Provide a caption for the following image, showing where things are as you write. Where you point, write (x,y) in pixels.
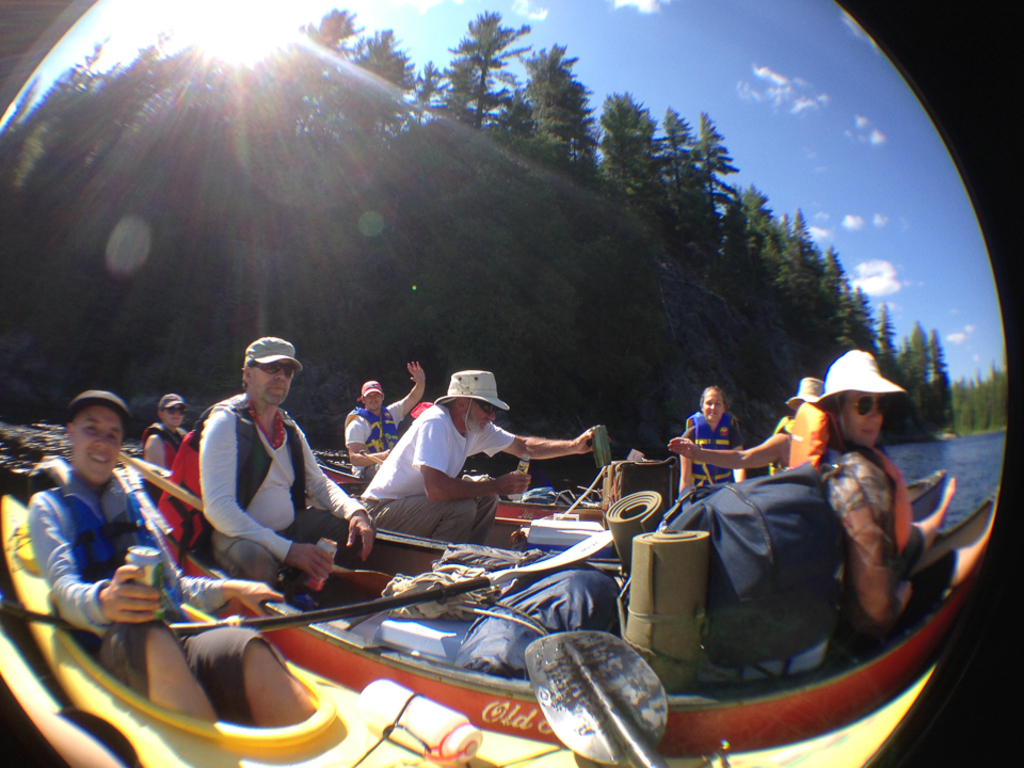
In the center of the image (476,380) there are many people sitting in boats (894,709). At the background of the image (549,379) there are trees (276,244). At the top of the image (267,38) there is sun (258,53) and sky (697,34). At the right side of the image (991,465) there is water (952,460).
